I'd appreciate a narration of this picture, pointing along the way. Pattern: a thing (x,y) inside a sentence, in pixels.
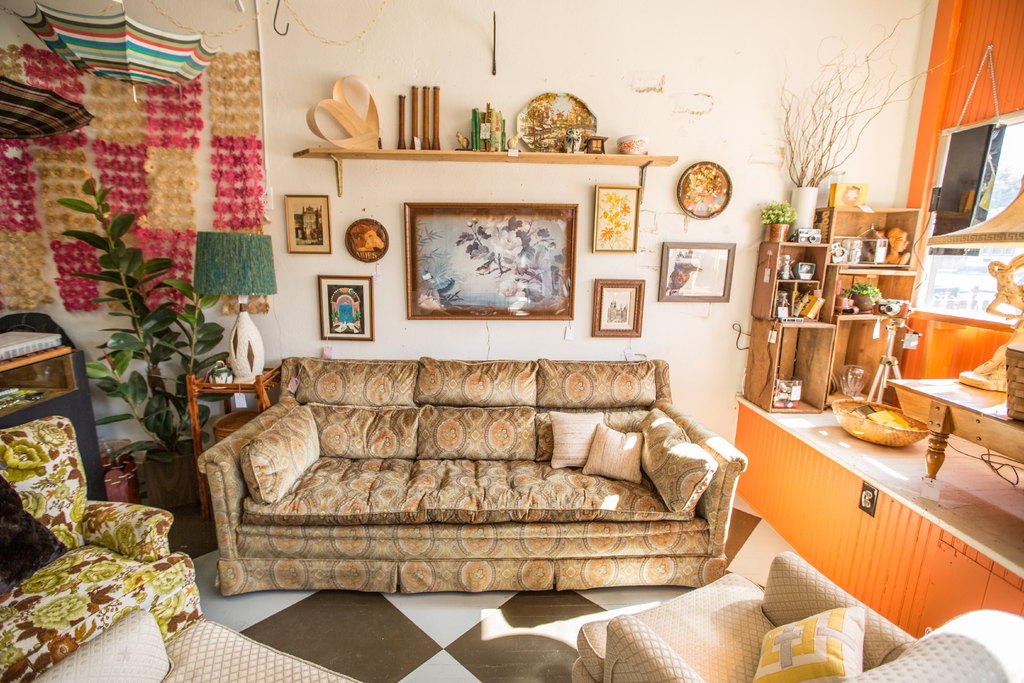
In the middle of the image (519,444) there is a couch (364,370). Above the couch (311,362) there is a wall (565,185), On the wall (577,186) there are some frames (462,256). Bottom left side of the image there is a plant (141,277). Top left side of the image (71,122) there is a umbrella (194,53). Top right side of the image (996,202) there is a window (968,285), Beside the window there is a shelf (792,346). Bottom right side of the image (719,590) there is a chair (639,645).
